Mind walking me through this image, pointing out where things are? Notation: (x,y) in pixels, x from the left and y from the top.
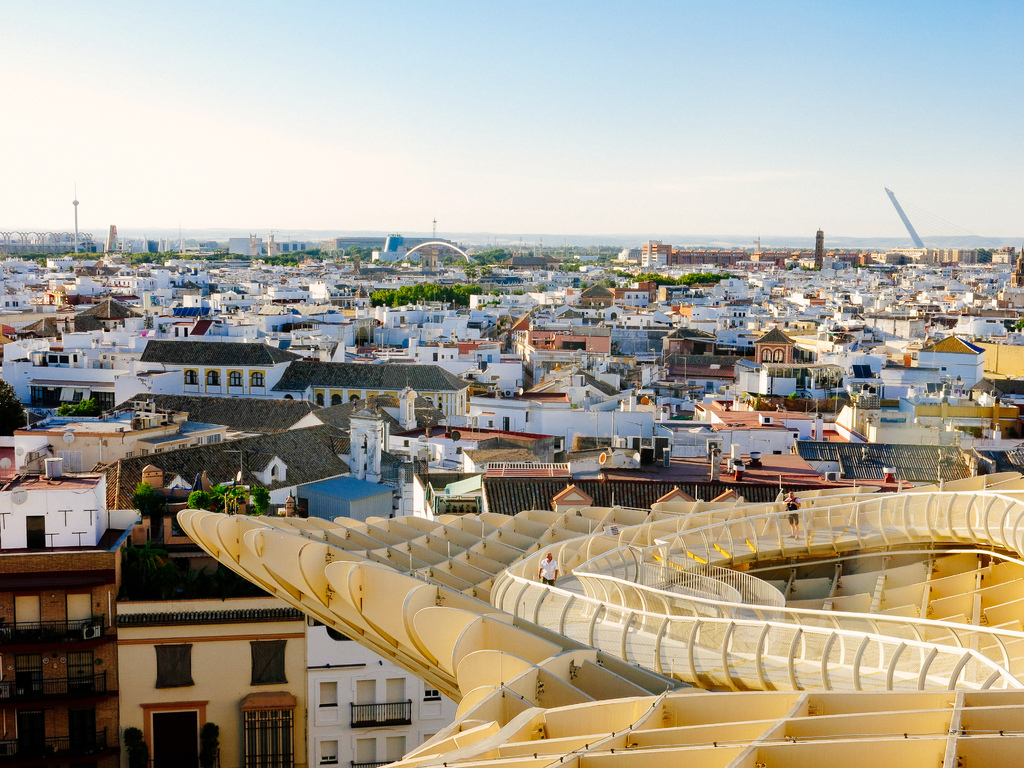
In this picture there is an object (664,692) in the right corner (688,692) which has two persons (796,504) standing on it and there are buildings (440,373) and trees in the background (387,328).
